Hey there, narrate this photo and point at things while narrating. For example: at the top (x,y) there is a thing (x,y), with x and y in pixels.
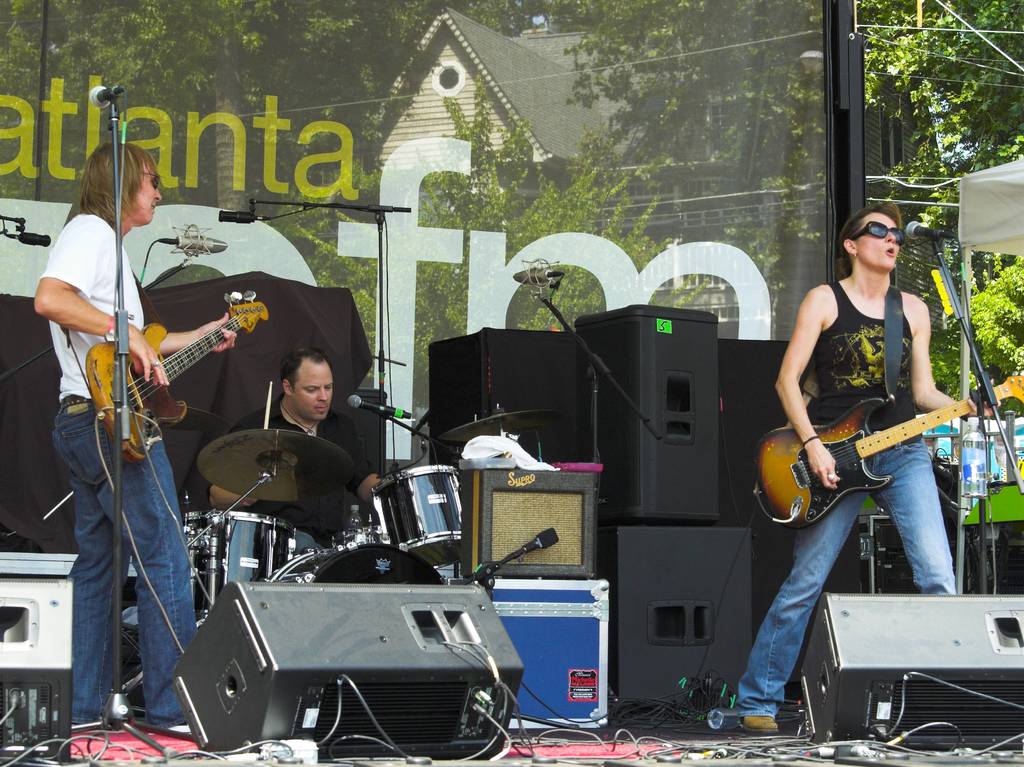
In the foreground of the picture (857,444) we can see a band (76,354) performing. On the stage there are speakers (617,682), cables (683,718), mics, stands (382,264) and other objects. On the left (151,525) there is a person (71,248) playing guitar (119,383). In the center of the picture (361,482) there is a person (329,491) playing drums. On the right (900,458) there is a woman (908,511) playing guitar (897,438) and singing. In the background (424,65) there is a glass window (581,114), in it we can see the reflection (682,139) of trees (646,120) and house (612,123). On the right (984,460) there are water bottles (964,455) also.
